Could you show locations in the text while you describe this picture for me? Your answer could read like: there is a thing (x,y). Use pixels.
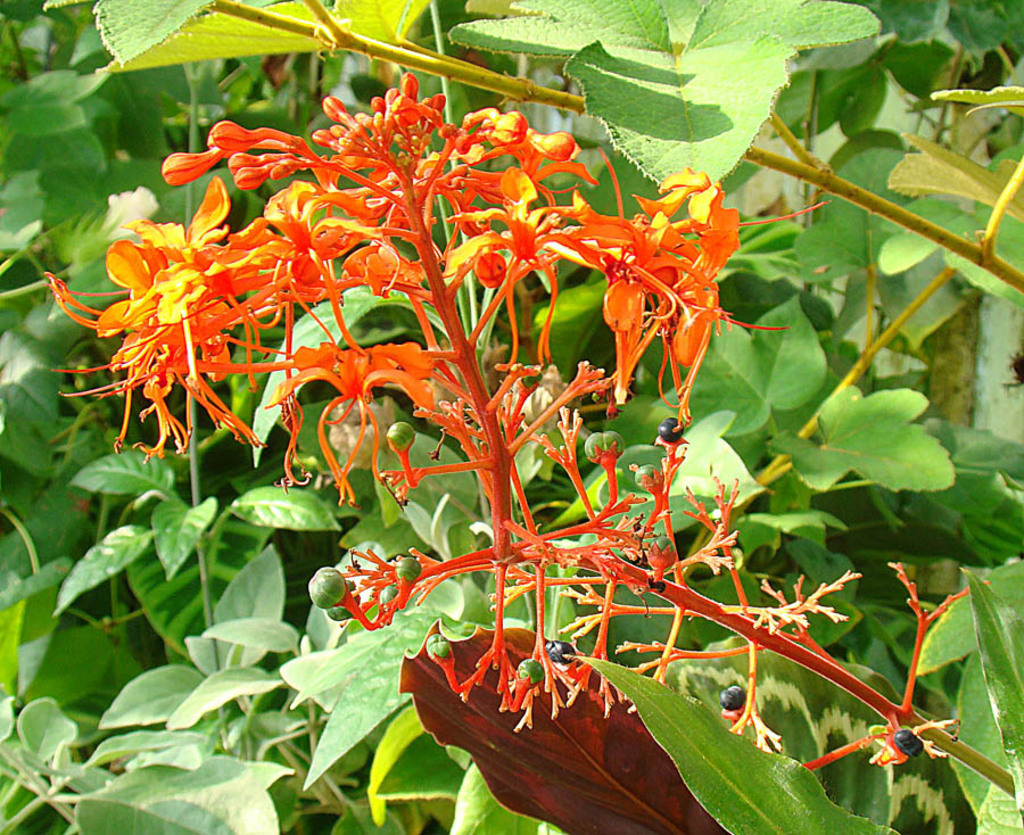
In this picture we can see flowers (389,355), buds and plants (564,607).
